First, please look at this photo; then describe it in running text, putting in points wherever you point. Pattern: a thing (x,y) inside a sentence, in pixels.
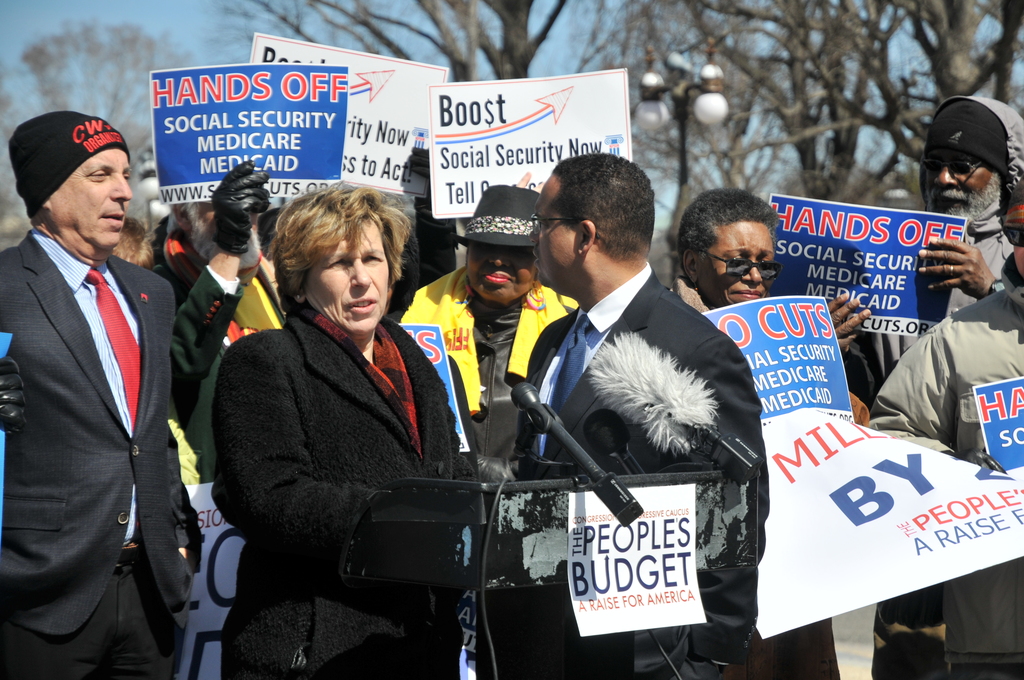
In this image, there are a few people (588,371). We can see some microphones (612,493). We can see some boards (772,516) with text (919,471) written. We can see a pole (674,84) with lights (716,65). There are a few trees (554,17). We can see the sky (200,44).
